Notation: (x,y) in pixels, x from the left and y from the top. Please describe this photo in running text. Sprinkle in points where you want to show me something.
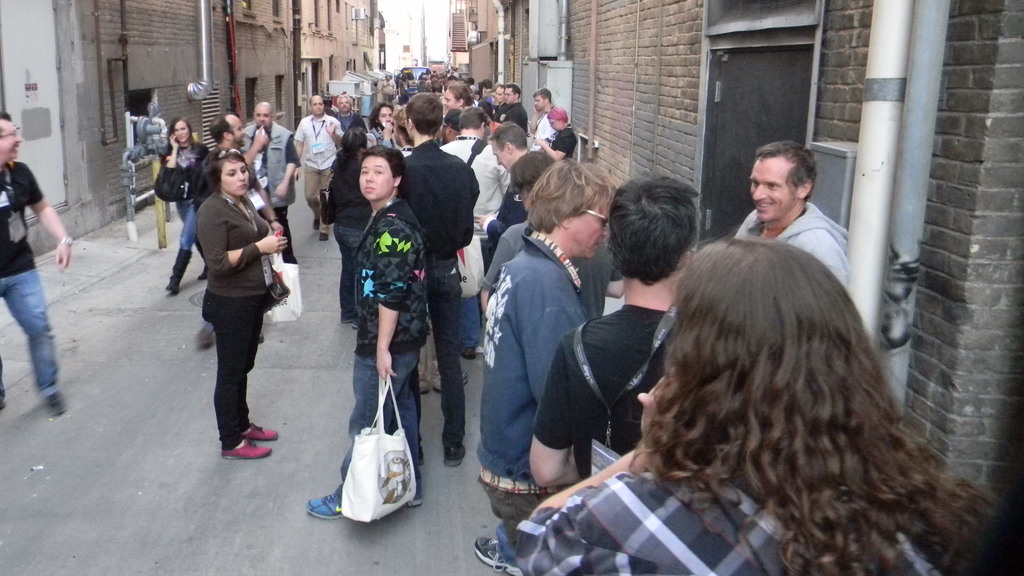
In this image there are few persons (355,278) standing on the street lane (264,382). A person (389,333) is carrying a bag (357,479). He is standing before a person (437,203) wearing black shirt (437,192). There is a vehicle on the road (253,405). Few metal pipes (134,174) are on the pavement (107,278). Background (583,17) there are few buildings (592,70).
